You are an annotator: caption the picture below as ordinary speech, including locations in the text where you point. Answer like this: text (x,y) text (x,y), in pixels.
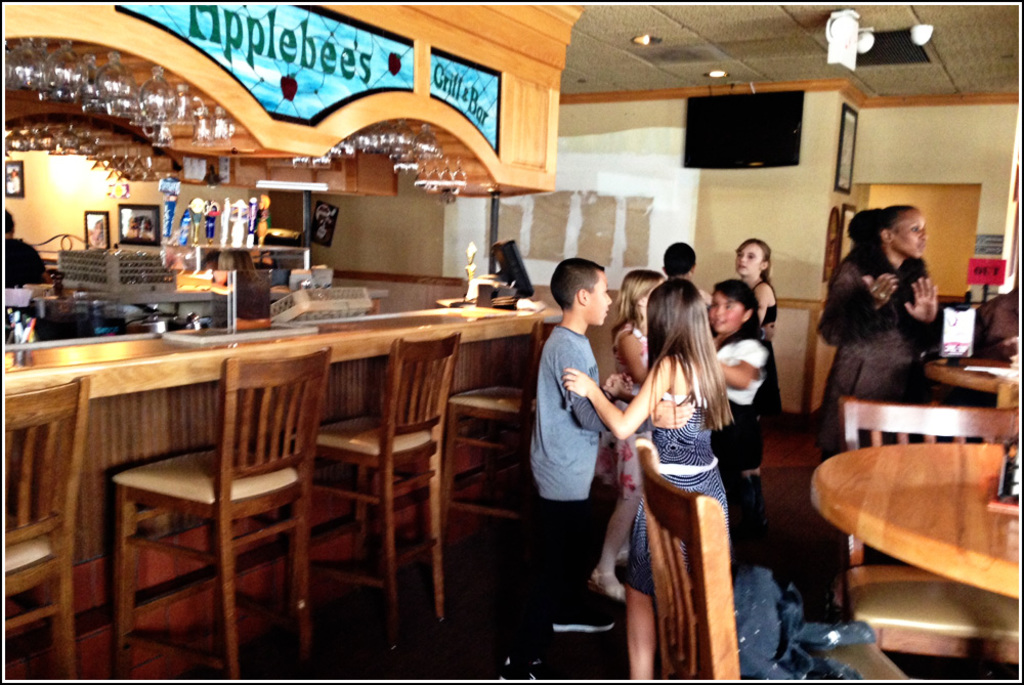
In this image i can see few people (574,411) standing, there are few chairs (415,368) and a counter (207,424) at left (326,329), and there are few tap handles (213,209) on a counter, frames (155,232) attached to a wall (44,191), at right (916,244) there is a woman (902,272) standing wearing a brown dress (898,322) at the background (774,253) i can see a cream color wall (732,204) and screen (749,139), at the top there is a light (712,75), at left (312,97) there is a board (316,85).
